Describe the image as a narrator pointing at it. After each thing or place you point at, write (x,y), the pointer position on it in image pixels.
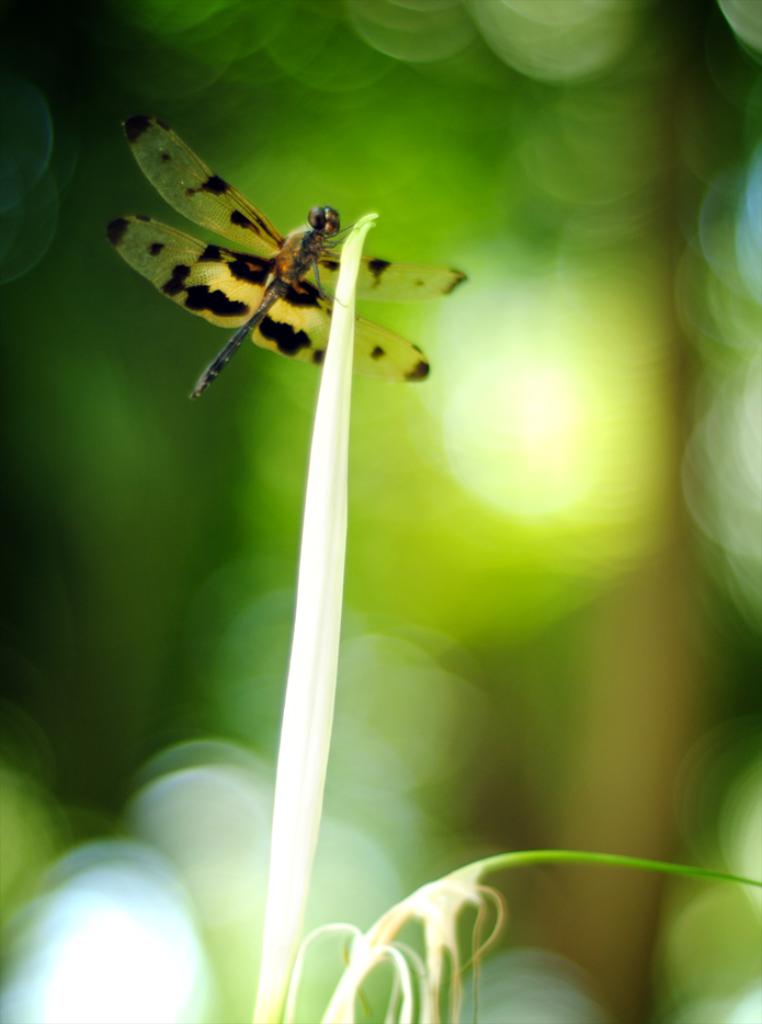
In this image there is a dragonfly (281,256) on a plant (335,622). The background (243,527) is blurry.
